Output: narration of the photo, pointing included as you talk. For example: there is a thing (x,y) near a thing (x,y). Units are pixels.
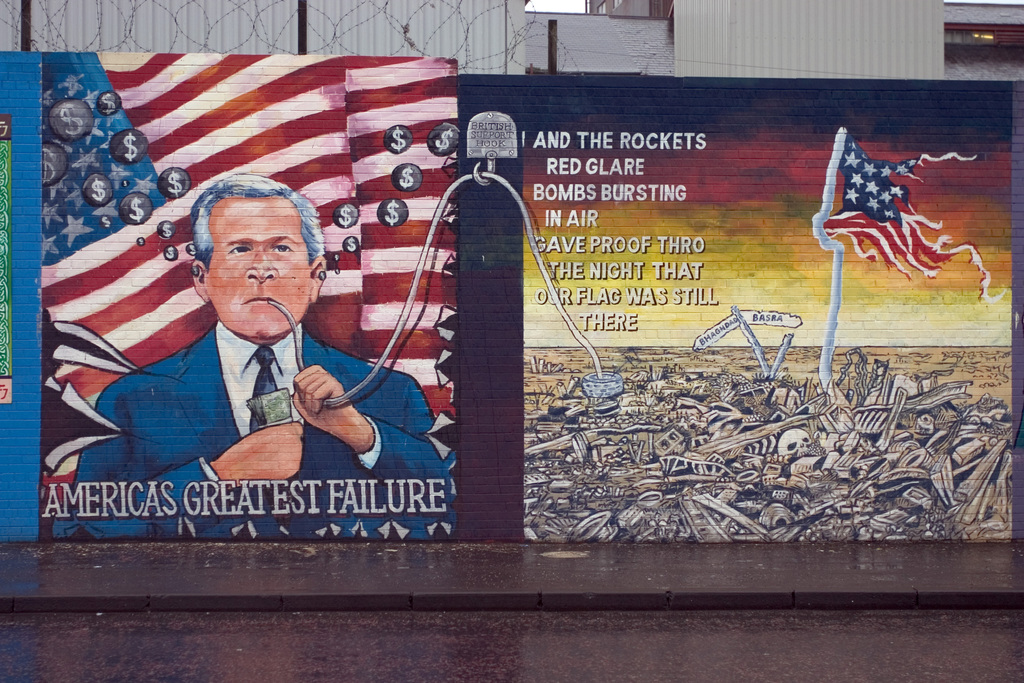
In this picture there is a painting (318,195) on the fence wall (522,203) where there is a person (246,312) wearing suit (388,409) is holding a pipe (268,304) in one of his hand (308,383) and few money (267,417) in his another hand (253,442) and there is something written below it and there is a flag (857,219) and there are few skulls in the right corner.
